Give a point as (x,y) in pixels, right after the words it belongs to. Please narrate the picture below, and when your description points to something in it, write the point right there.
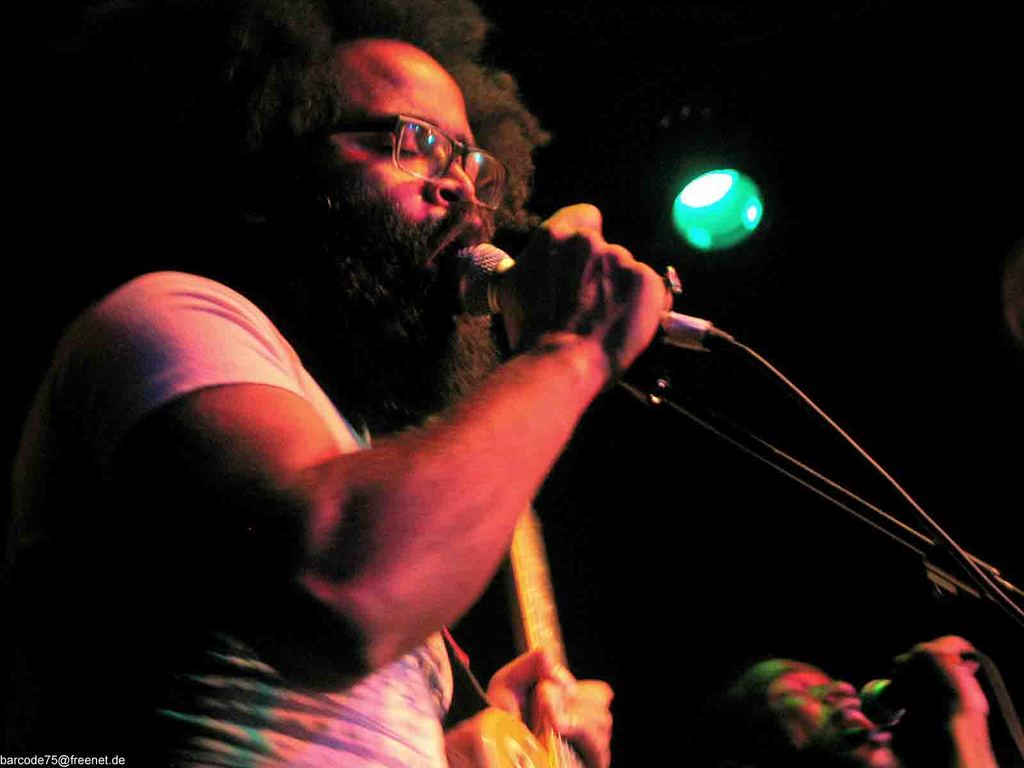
In this picture there are two men (391,741) singing and holding microphones (870,689) and we can see musical instrument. In the background of the image (731,278) it is dark and we can see focusing light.
